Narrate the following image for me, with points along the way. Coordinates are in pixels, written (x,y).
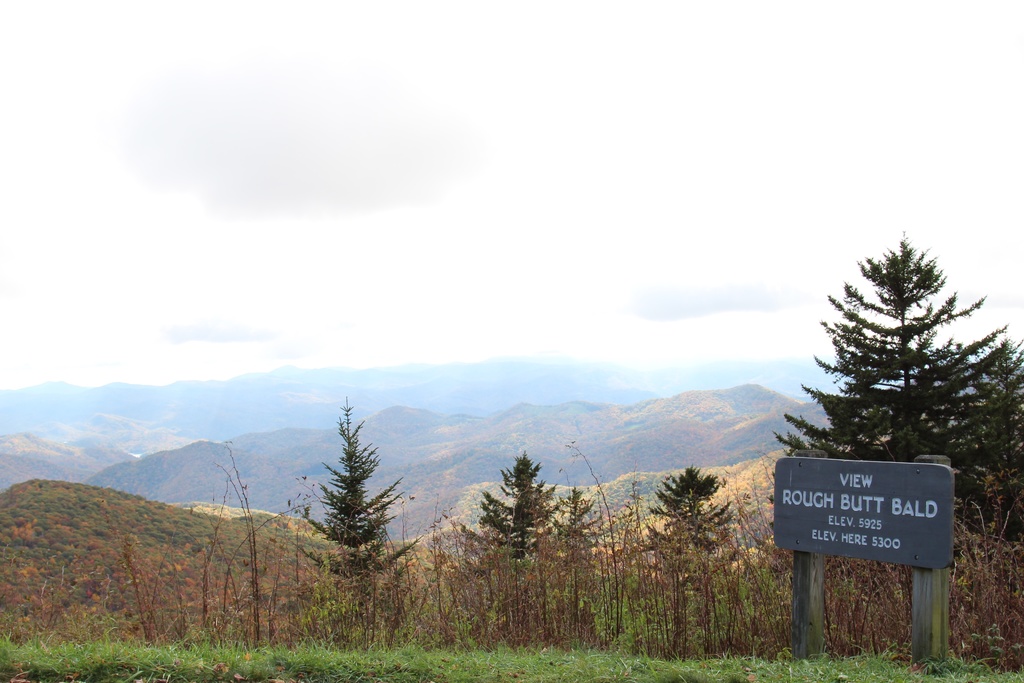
In this image I can see there is a grass (957,658). And there is a wooden board (880,536) with text (824,520). And at the back (876,371) there is a tree (558,527) and mountains (303,498). And at the top (364,176) there is a sky (472,169).
